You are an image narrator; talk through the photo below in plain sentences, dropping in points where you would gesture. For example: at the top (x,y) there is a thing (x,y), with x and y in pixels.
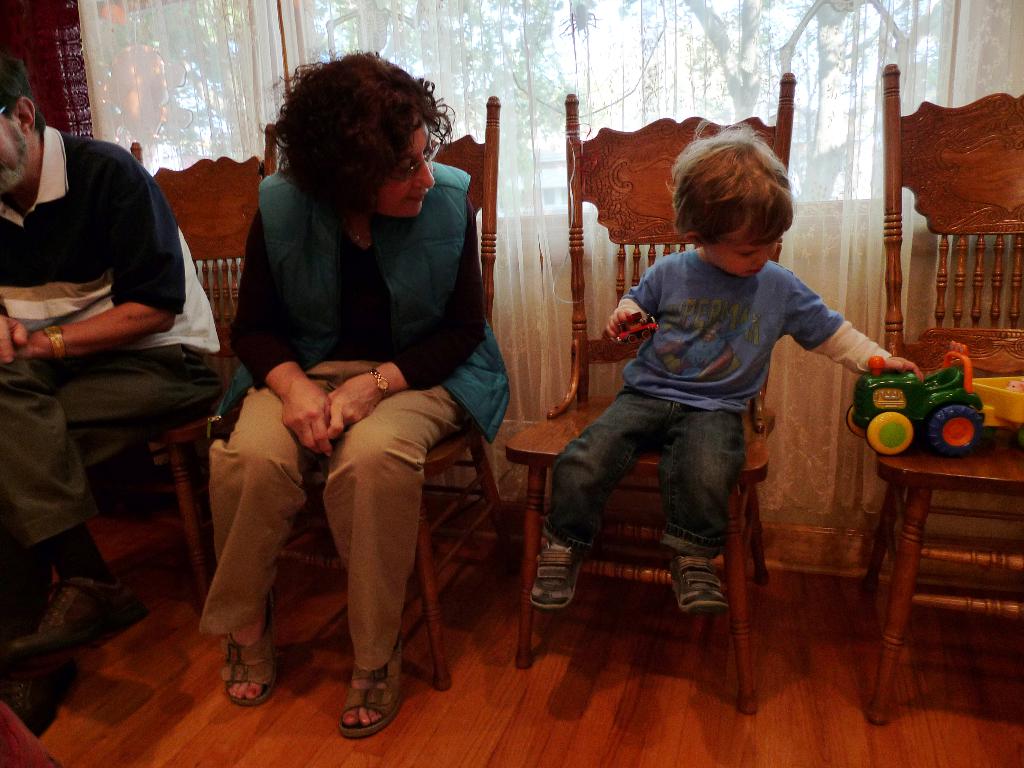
In the image there are four chairs (230,166) and on the chairs (219,322) there is a man (138,276), a woman (228,515), a kid (702,346) are sitting and beside the kid (727,377) on the other chair (1002,435) there is a toy (870,388). In the background (711,50) there is a curtain (796,36).
